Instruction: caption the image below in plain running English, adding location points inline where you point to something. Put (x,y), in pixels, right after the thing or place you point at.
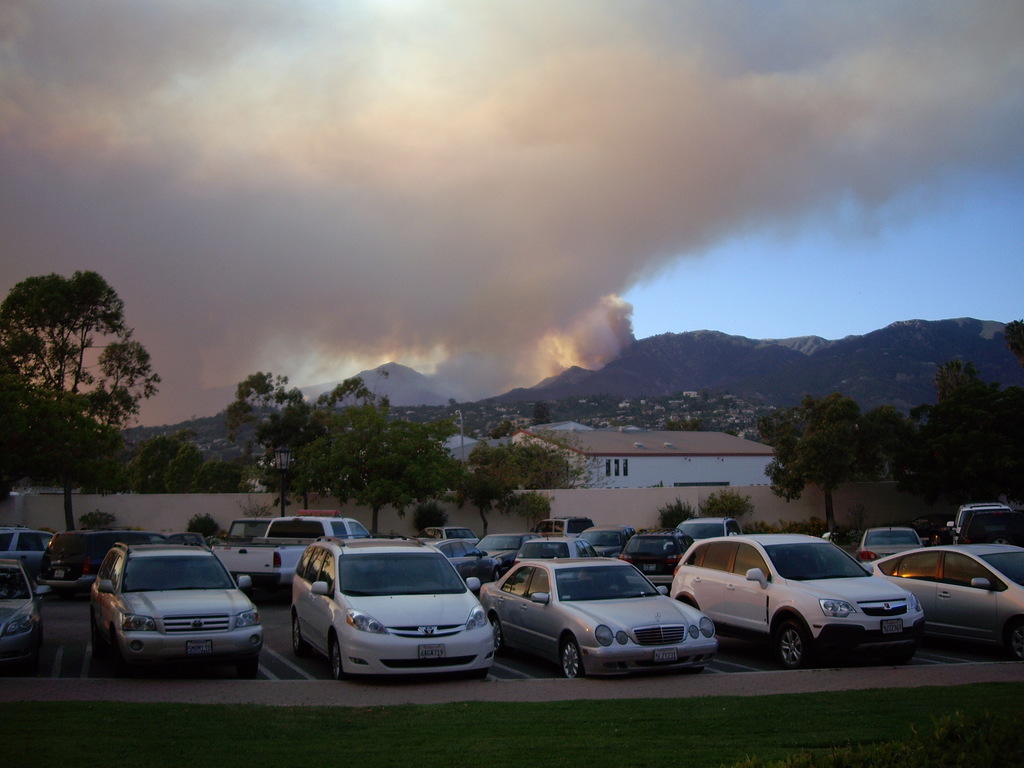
There are vehicles (798,554) parked on the road (828,654). In front of them, there's grass (1012,703) on the ground (978,715). In the background (985,443), there are trees (791,455), buildings (748,462), a wall (581,505), there are mountains (636,355), there is smoke (796,64) and there is blue sky (895,274).
